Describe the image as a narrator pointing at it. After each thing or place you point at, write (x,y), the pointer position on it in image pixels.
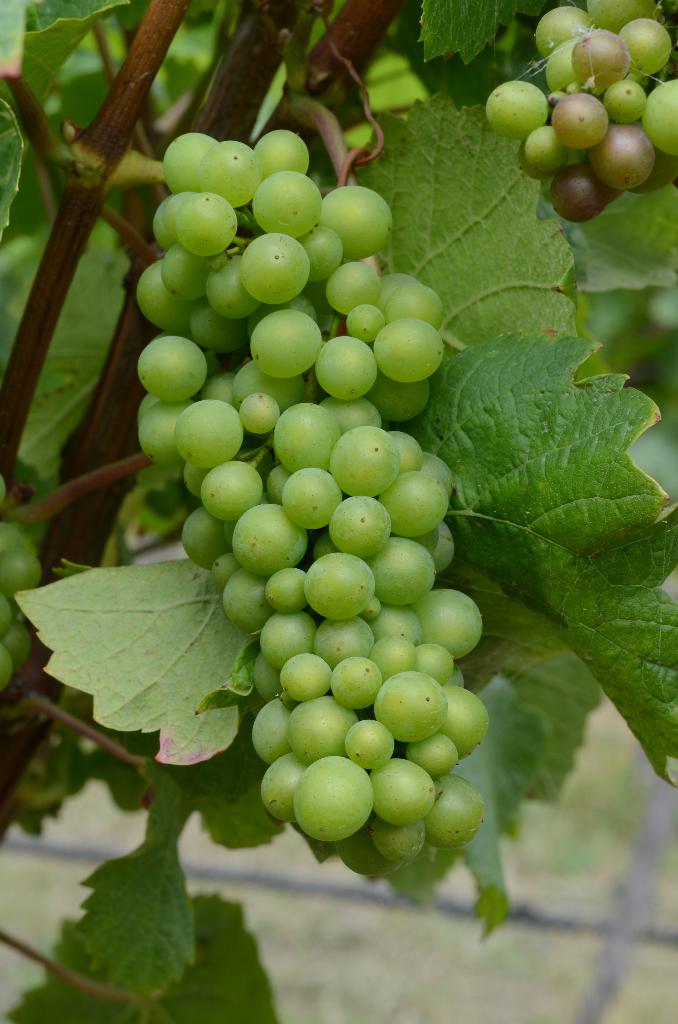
In this image we can see bunch of grapes (207,447) and leaves (415,161).
